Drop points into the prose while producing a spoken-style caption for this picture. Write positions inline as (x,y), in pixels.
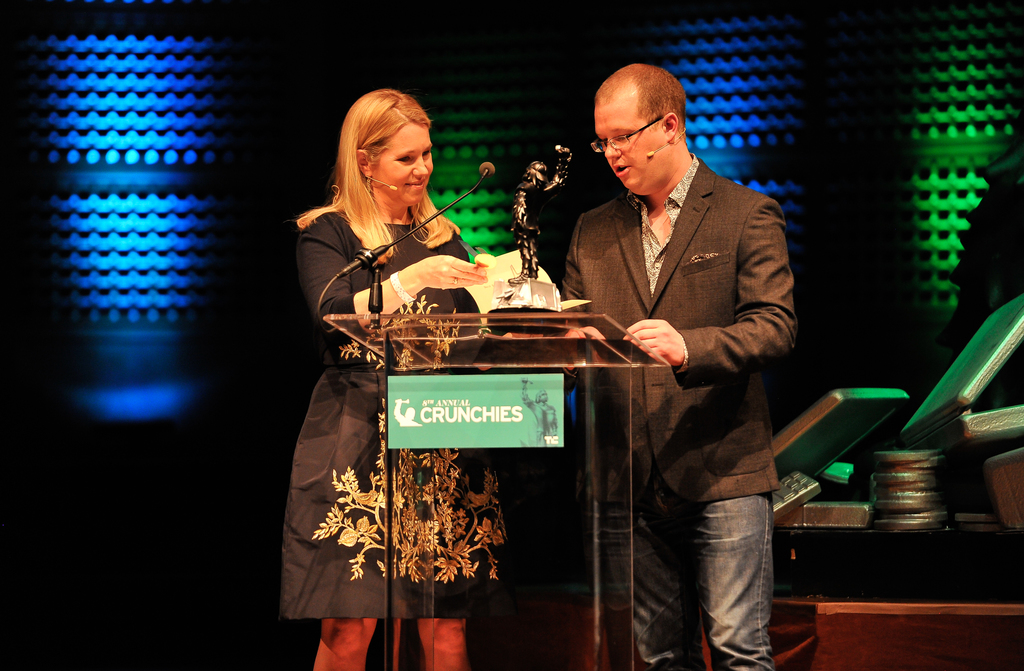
In this picture we can see a man (587,280) and woman (434,267), she is holding a paper (475,297), in front of them we can see a trophy (537,193), microphone (467,197) and a podium (481,379), on the right side of the image (873,406) we can find few things (818,455).
